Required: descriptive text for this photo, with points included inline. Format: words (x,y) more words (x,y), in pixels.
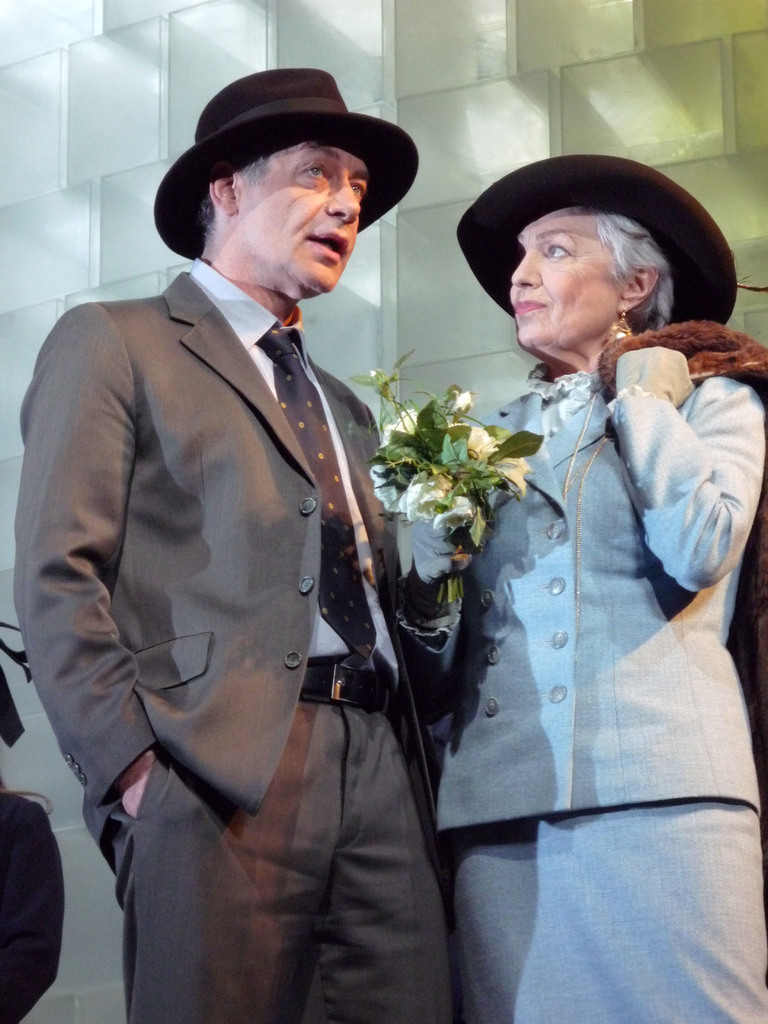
This picture describe about the old man (267,445) wearing a brown color suit (235,622) with hat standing and talking with a woman (678,753) wearing grey color coat (562,569) standing beside him and holding a white flowers (460,538) in hand (449,573). In the background (524,41) we can see white color brick wall (457,105).
